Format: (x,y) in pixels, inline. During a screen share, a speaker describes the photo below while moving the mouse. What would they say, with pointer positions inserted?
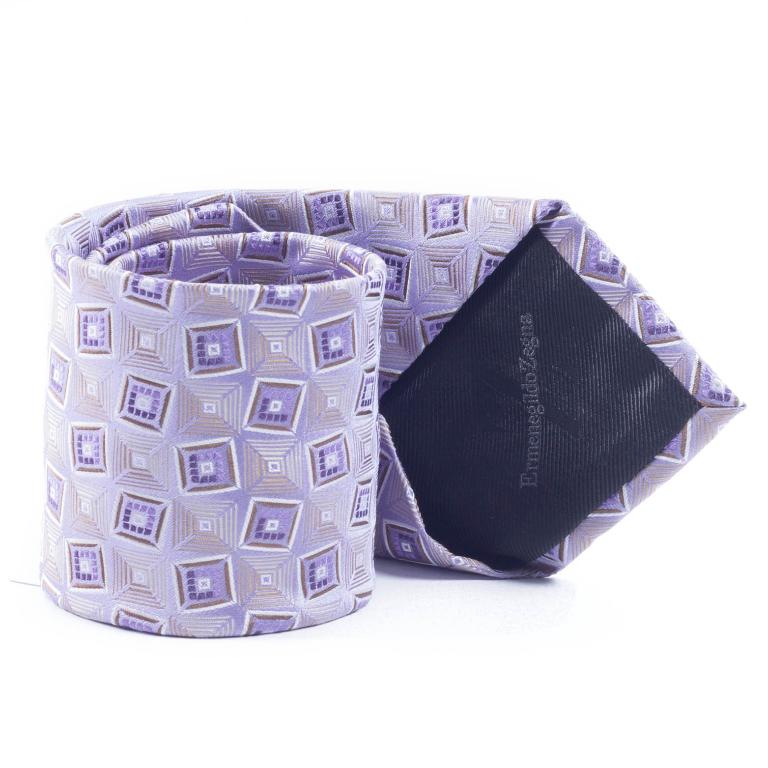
In this image we can see a rolled cloth (407,312) and we can also see the white background (289,28).
